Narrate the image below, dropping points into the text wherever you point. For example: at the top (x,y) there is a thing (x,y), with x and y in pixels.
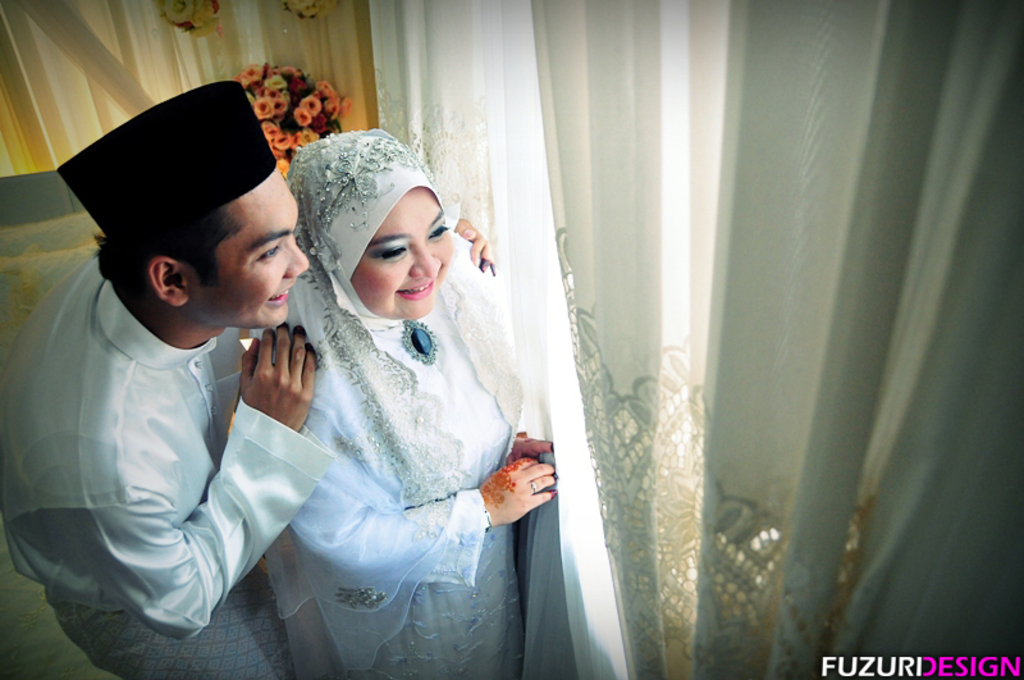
In this picture there is a boy (168,303) and a girl (409,400) on the left side of the image (263,335) in front of a curtain (518,285) and there are flowers (293,112) and curtains (292,46) in the background area of the image (216,79).
